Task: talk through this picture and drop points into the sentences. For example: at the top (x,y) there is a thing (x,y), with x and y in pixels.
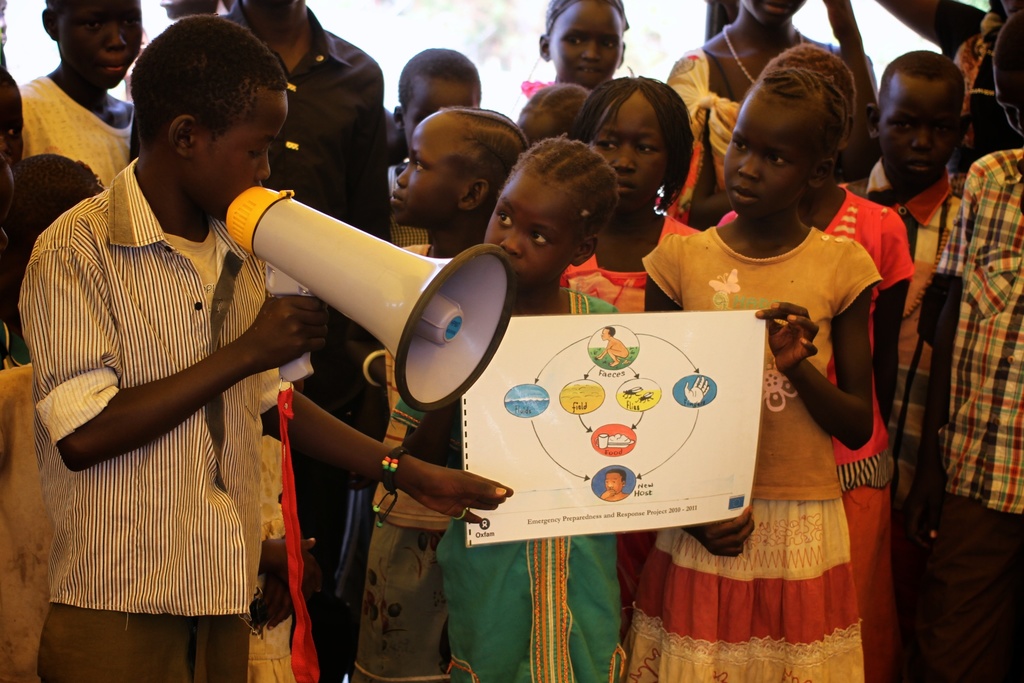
In this picture I can see number of children (515,129) standing in front (145,199) and I can see a boy (147,219) holding a megaphone (397,339) and I can see a girl (687,307) holding a white color paper (631,399), on which there are pictures (599,399) and something is written.
